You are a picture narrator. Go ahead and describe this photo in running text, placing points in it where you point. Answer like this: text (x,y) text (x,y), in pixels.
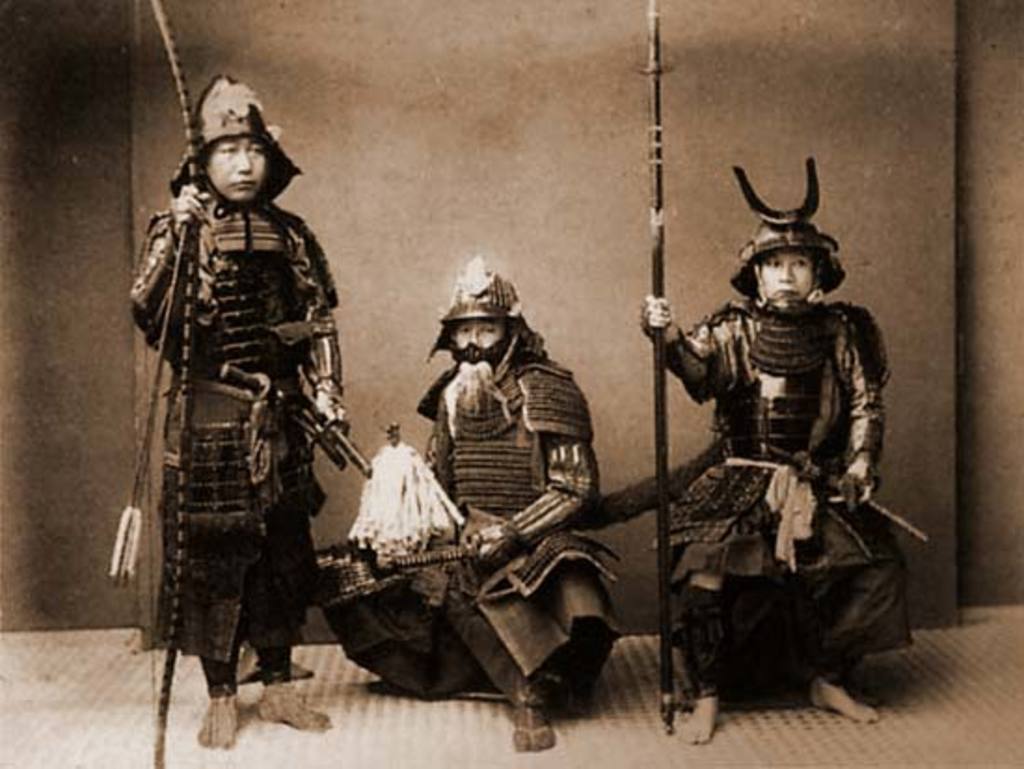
In this image we can see group of people (507,451) on the floor (553,760). One person (767,569) is holding a stick (654,323) in his hand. One person (475,481) holding a sword (250,382) in his hand (327,401).
